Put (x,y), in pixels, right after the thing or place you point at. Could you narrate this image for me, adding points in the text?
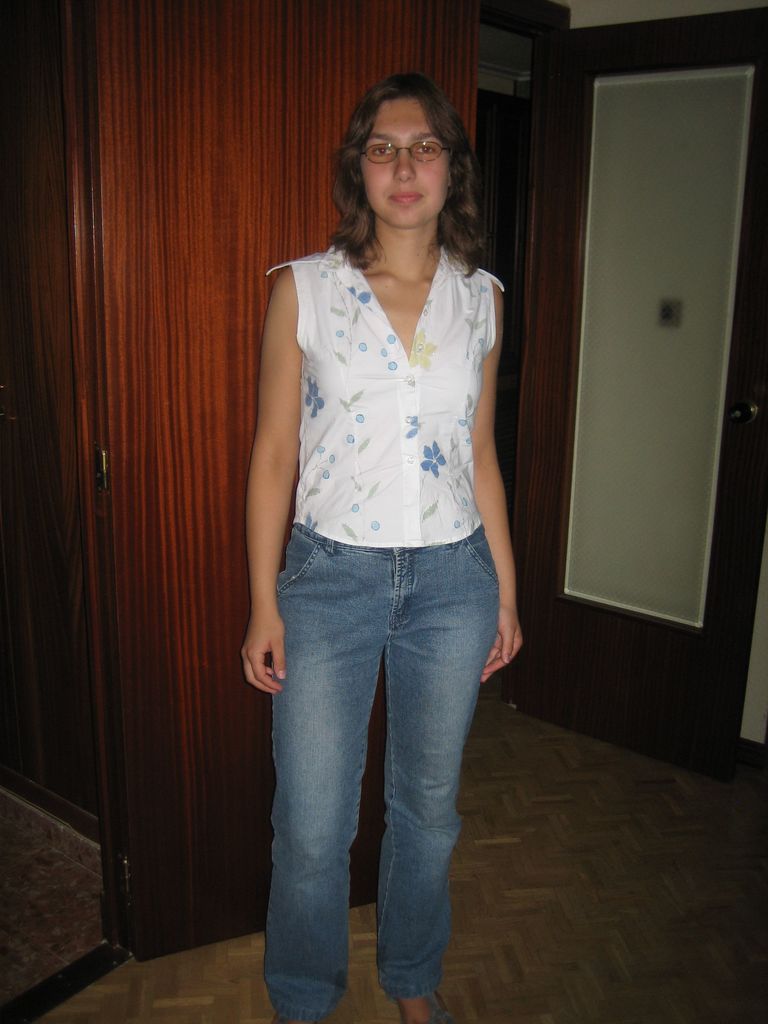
In this image I can see a woman (265,581) standing. In the background (570,317), I can see a door (611,317).
